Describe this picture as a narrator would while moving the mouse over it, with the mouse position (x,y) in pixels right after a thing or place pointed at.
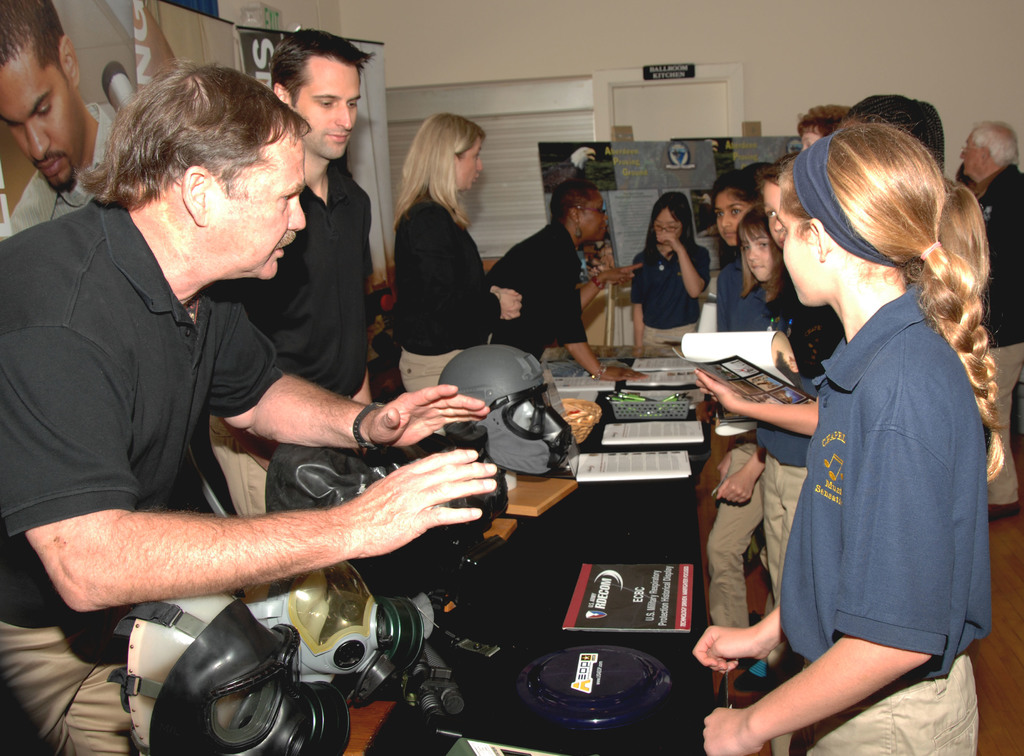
This is an inside view of a room (1005,530). Here I can see few people (407,266) are standing around the table (484,711). On the table (497,702) few books (618,474), helmet (532,419), basket (651,405) and some devices (359,692) are placed. On the left side (81,587) there is a man (125,269) wearing black color t-shirt (109,405) and standing. It seems like he is speaking. In the background (39,107), I can see few posters (79,113) to the wall (421,27).
